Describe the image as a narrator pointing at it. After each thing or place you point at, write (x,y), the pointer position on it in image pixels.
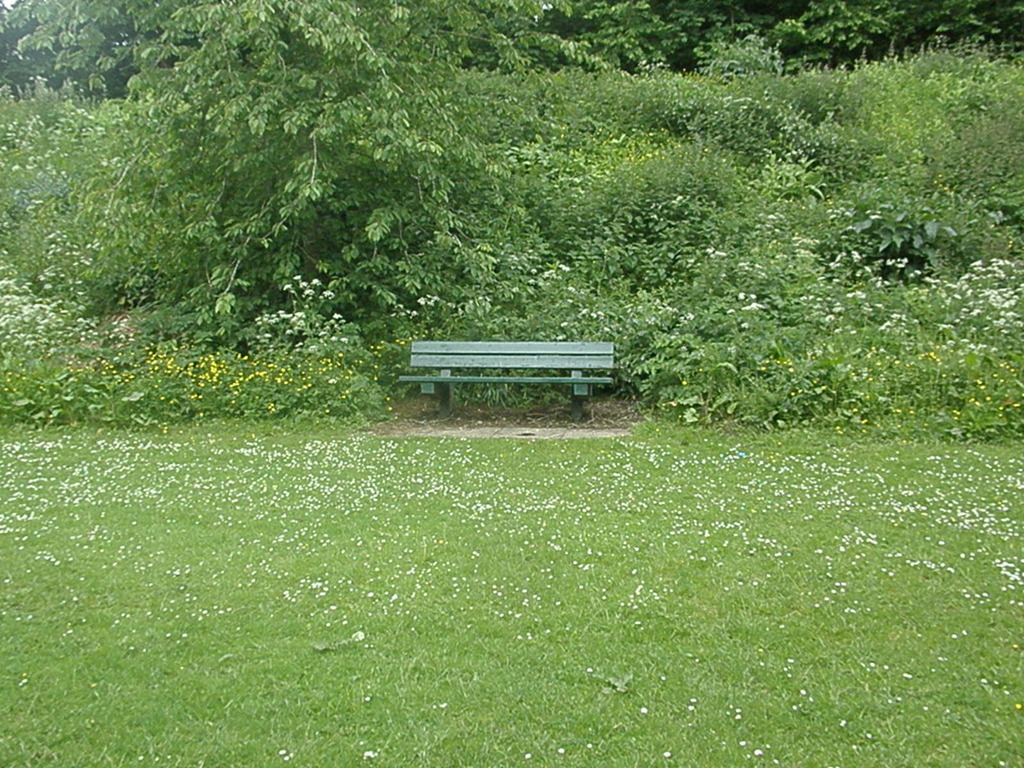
In this image there is a wooden bench (474,349), in front of the bench (490,363) there's grass (324,558) on the surface (427,568), behind the bench (448,352) there are trees (505,209).
